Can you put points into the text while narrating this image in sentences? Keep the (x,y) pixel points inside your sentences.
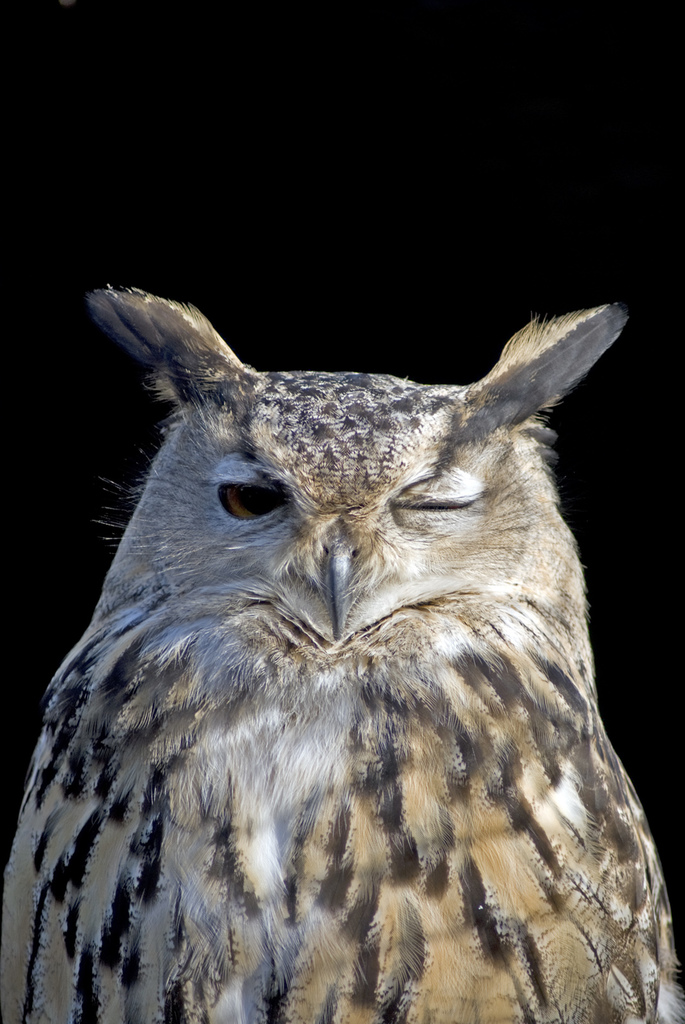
In this image there is an owl (301,676). The background (569,165) is dark.
